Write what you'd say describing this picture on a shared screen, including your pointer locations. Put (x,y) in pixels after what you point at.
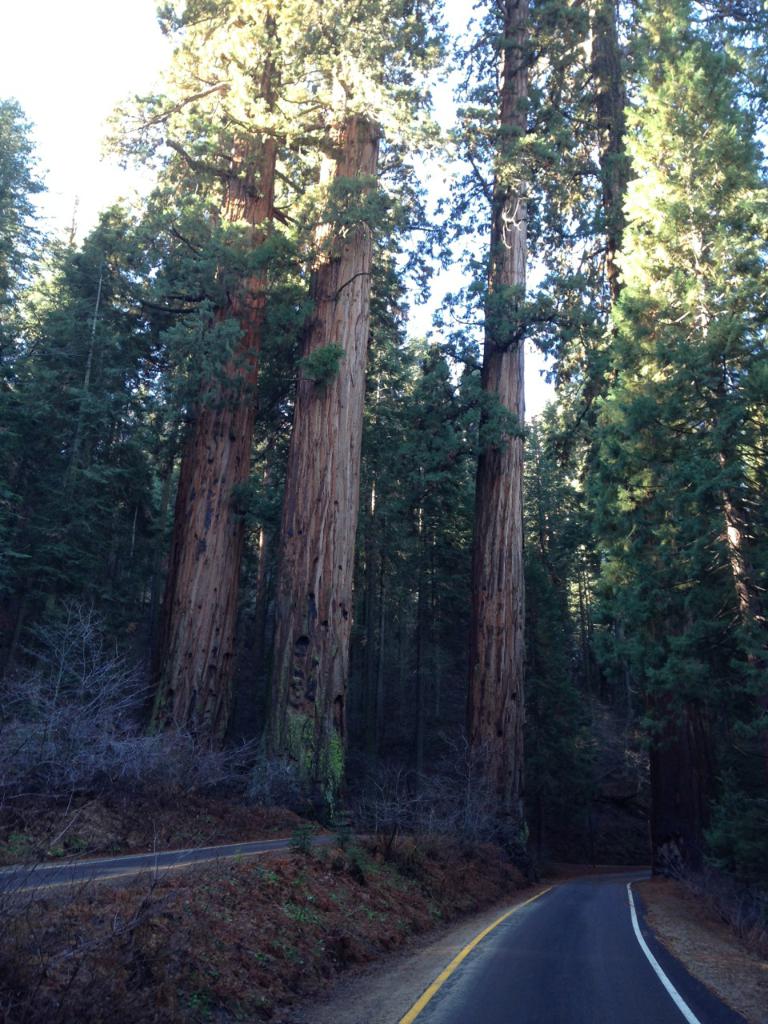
In this picture, we can see trees (352,760), roads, ground (78,892) with some plants (503,821) and the sky (139,85).
